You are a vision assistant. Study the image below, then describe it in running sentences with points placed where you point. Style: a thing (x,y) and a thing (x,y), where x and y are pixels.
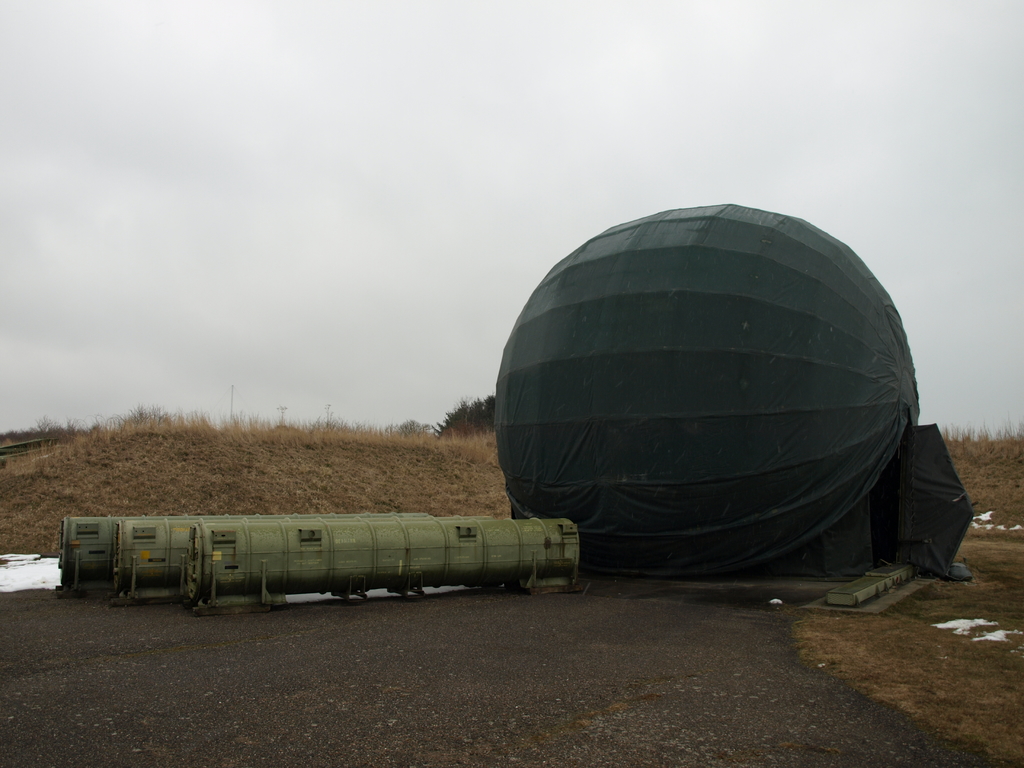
In this picture we can see metal objects (241,520) and a spherical object (768,481) with a black cloth (831,406) on it, grass (394,468), trees (478,416) and in the background (241,331) we can see the sky (439,117).
